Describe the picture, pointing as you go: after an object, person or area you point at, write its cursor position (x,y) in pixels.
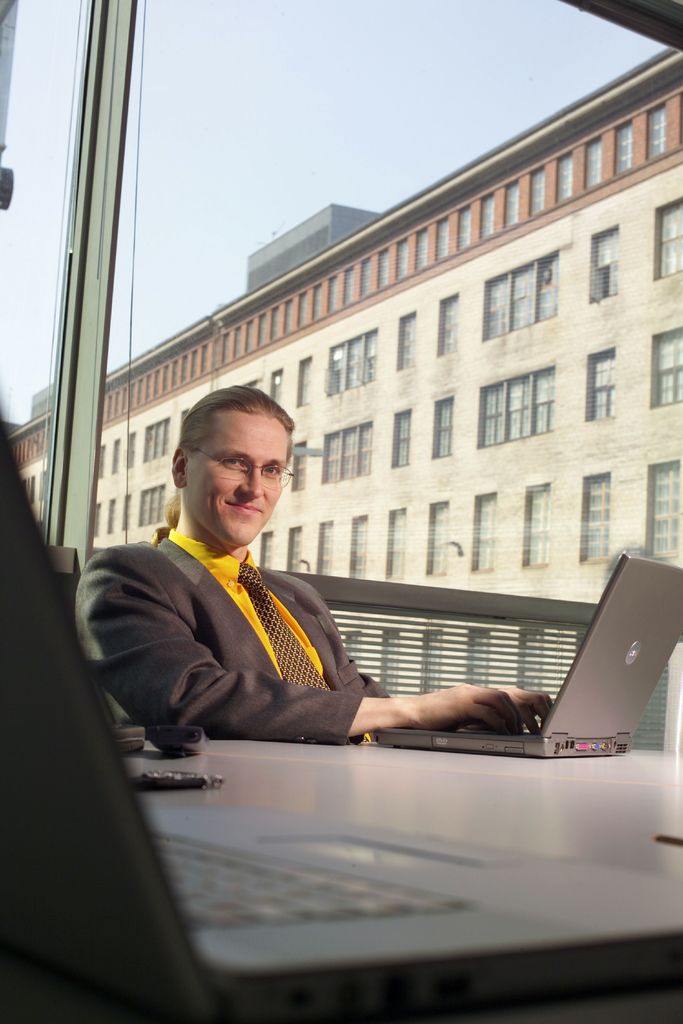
In this image we can see a man (253,684) and he is smiling. Here we can see a table (511,823), laptops (286,918), and other objects (193,775). In the background (247,263) we can see a building (455,214) and sky (166,4) through the glass (419,251).
